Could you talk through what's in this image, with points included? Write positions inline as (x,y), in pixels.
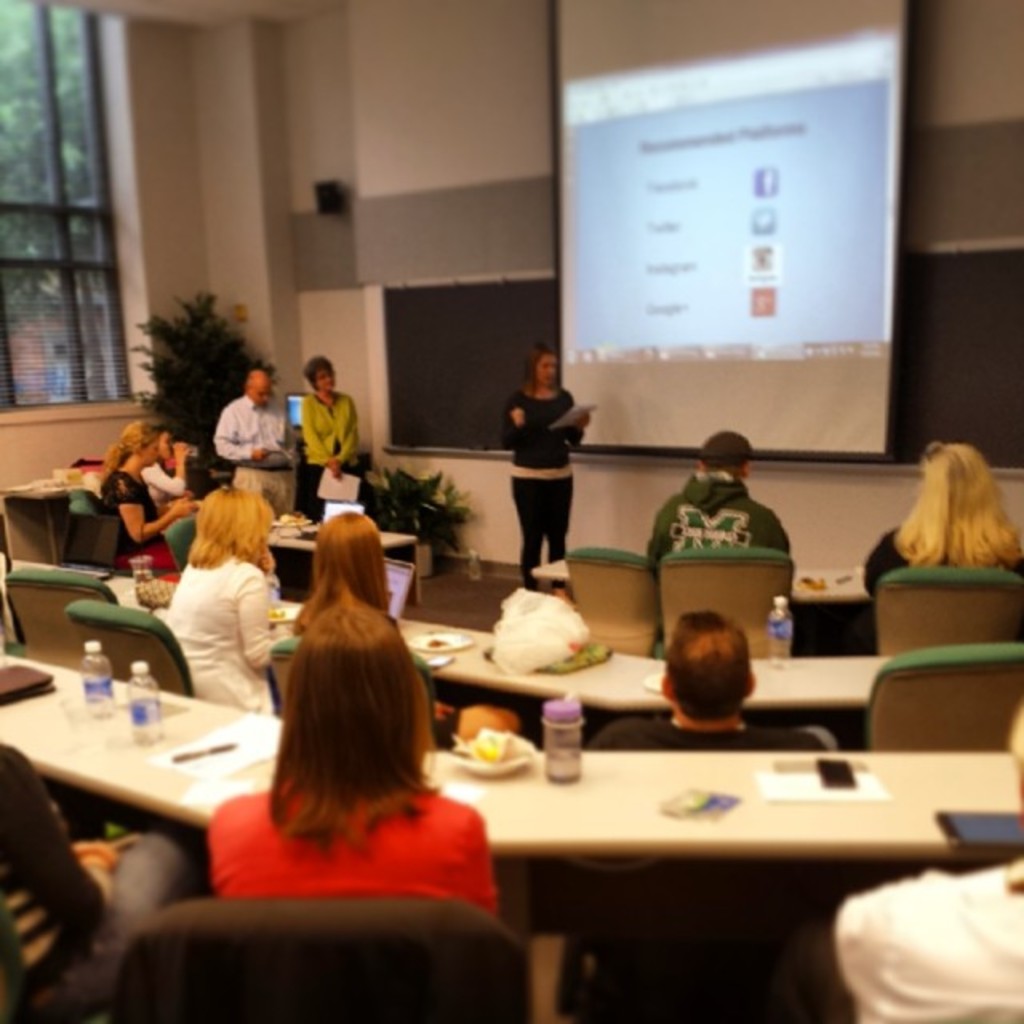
In this image, we can see a few people (349,414). Among them, some people (345,655) are sitting on chairs (778,584). We can see some tables (769,702) with objects (102,671) like bottles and papers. We can also see the wall (234,305). We can also see some objects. We can see the screen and a board (497,303). We can see a plant (433,499) and a tree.
